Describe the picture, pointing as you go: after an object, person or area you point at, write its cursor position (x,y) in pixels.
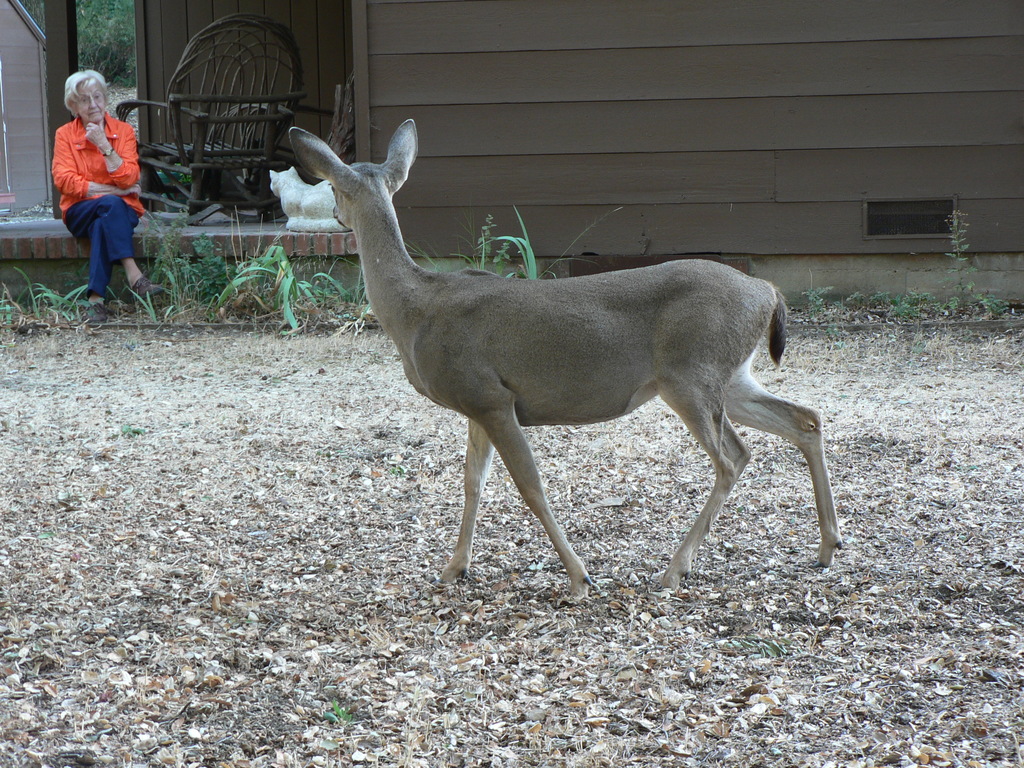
In this image we can see a deer (793,406) standing on the ground (463,614). In the background (104,153), we can see a woman (116,159) wearing an orange shirt (94,174) is sitting on the floor (161,233), a chair (167,199) and building (813,6) and group of plants (271,261).
